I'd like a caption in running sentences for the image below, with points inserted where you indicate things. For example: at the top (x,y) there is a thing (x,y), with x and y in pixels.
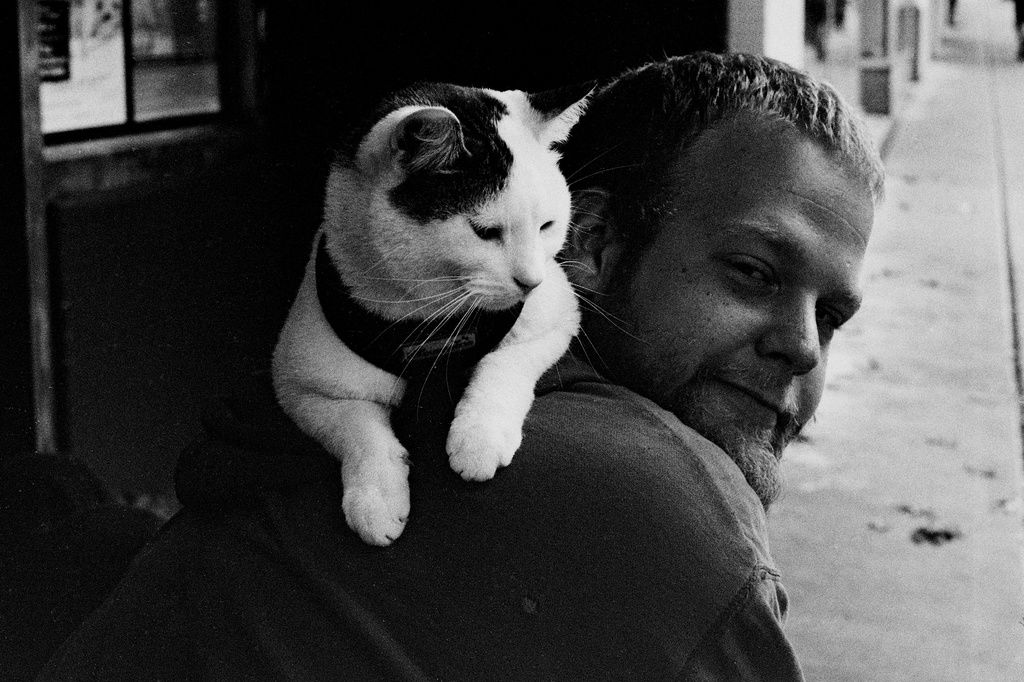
The person (677,391) is carrying a cat (446,234) on his back (673,441).
